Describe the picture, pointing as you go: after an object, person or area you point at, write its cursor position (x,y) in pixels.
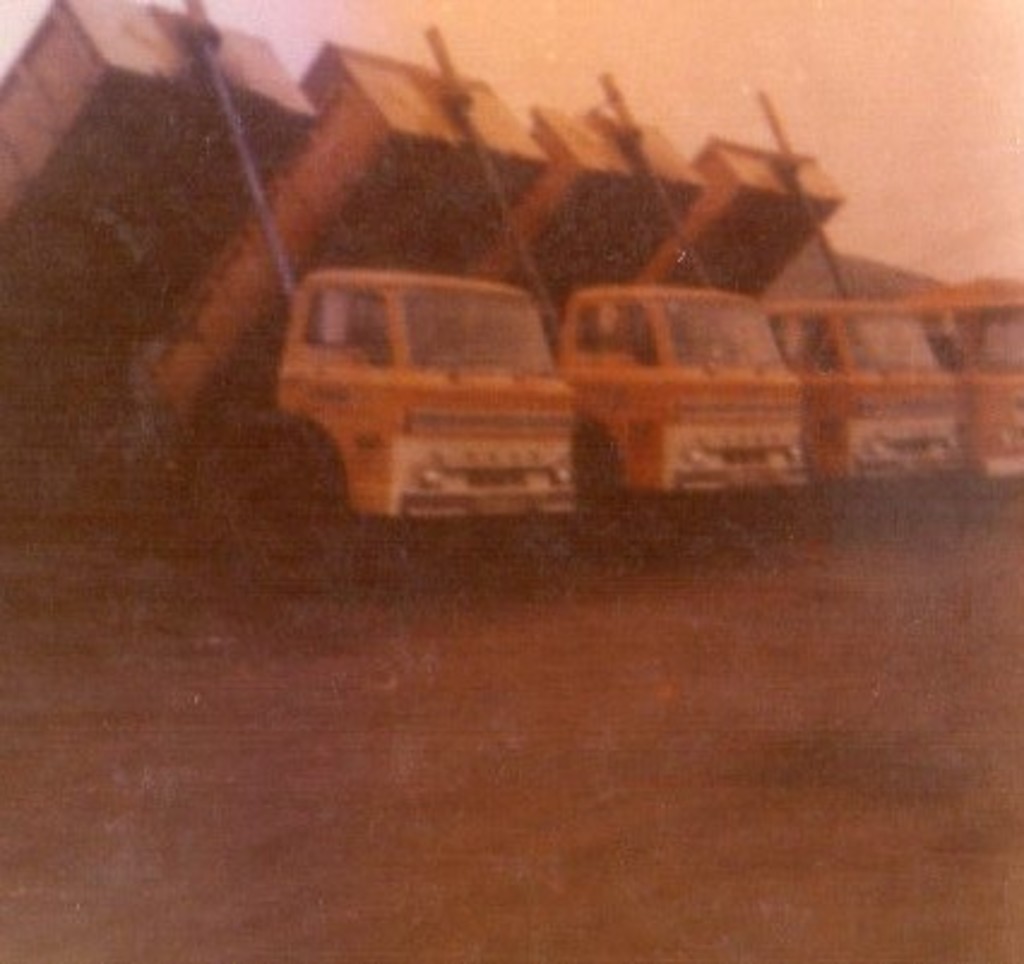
In this image I can see the vehicles (590,373) which are in yellow color. In the background (828,71) I can see the sky (663,74).
